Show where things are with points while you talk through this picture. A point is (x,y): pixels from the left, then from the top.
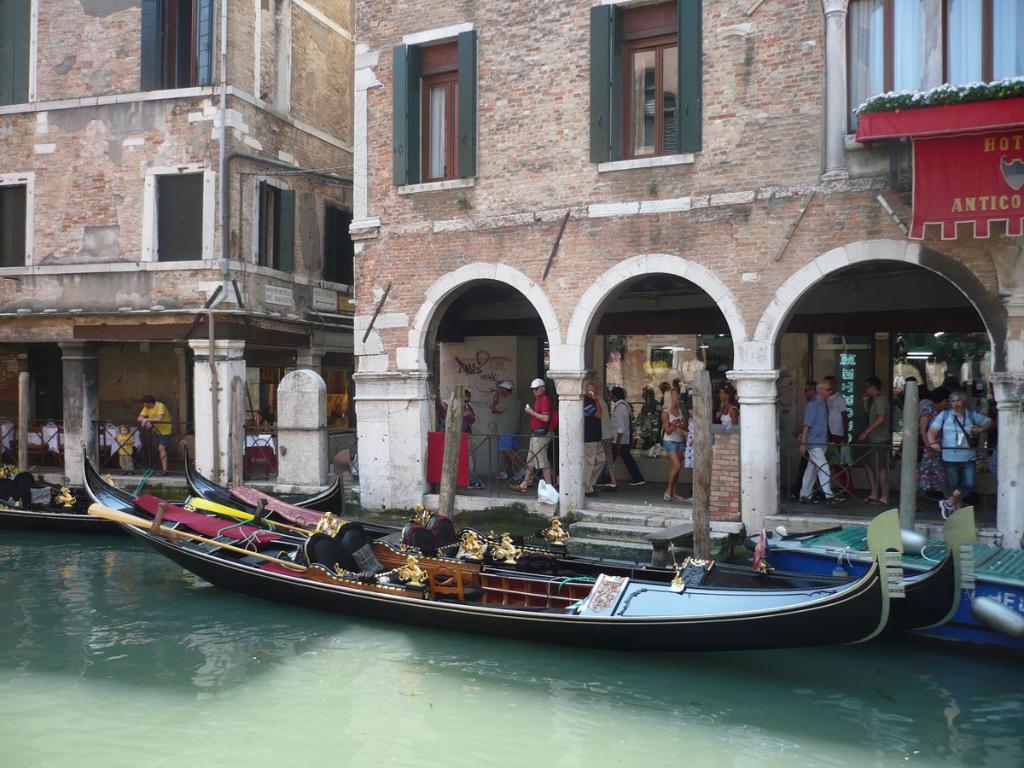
In this picture we can see there are boats (561,587) on the water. Behind the boats (360,532) there are iron grilles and some people (619,423) standing inside the buildings (384,407). On the buildings (397,210) there are windows (169,56), pipes (220,134) and a name board (929,180).
